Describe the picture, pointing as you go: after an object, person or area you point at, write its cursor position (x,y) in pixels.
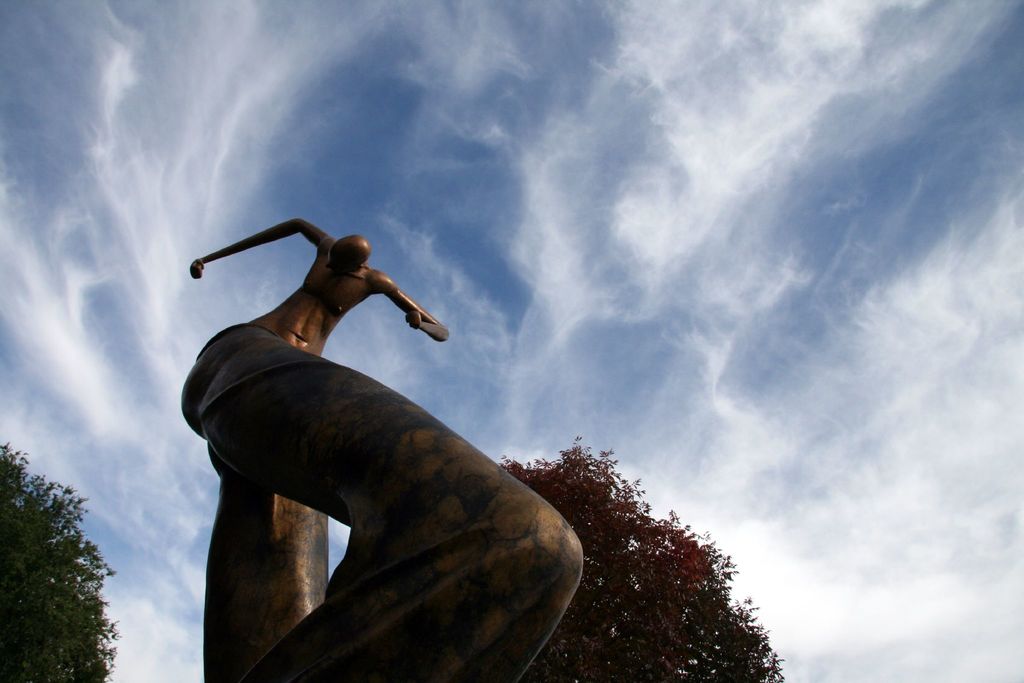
In this picture we can see a statue (428,682). There are trees (557,468) in the background (569,472). Sky (152,110) is blue in color and cloudy.
